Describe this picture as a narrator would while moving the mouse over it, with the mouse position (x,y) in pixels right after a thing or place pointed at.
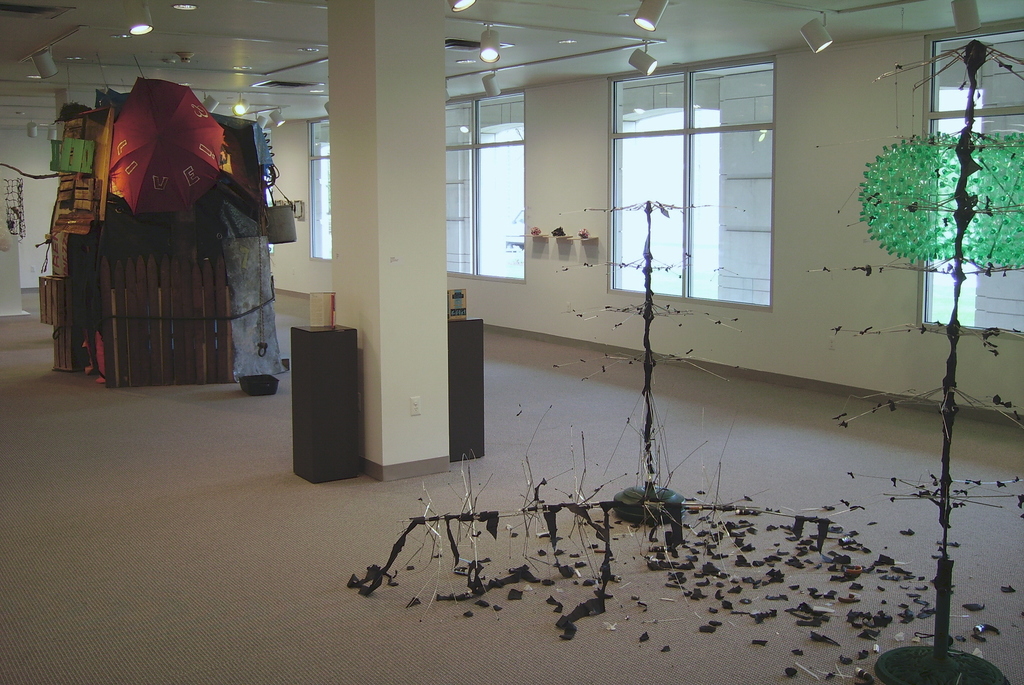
This picture is clicked inside. On the left (151,186) we can see the wooden planks (183,304), umbrella (178,199) and some other objects (210,221) and we can see there are some objects (318,397) placed on the ground (707,456) and there are some objects (810,622) lying on the ground (723,468). At the top (544,35) there is a roof (544,14) and we can see the ceiling lights (575,40) and focusing lights (639,68) and we can see the pillars (367,104). In the background (285,183) there is a wall (293,169) and the windows (624,193).
